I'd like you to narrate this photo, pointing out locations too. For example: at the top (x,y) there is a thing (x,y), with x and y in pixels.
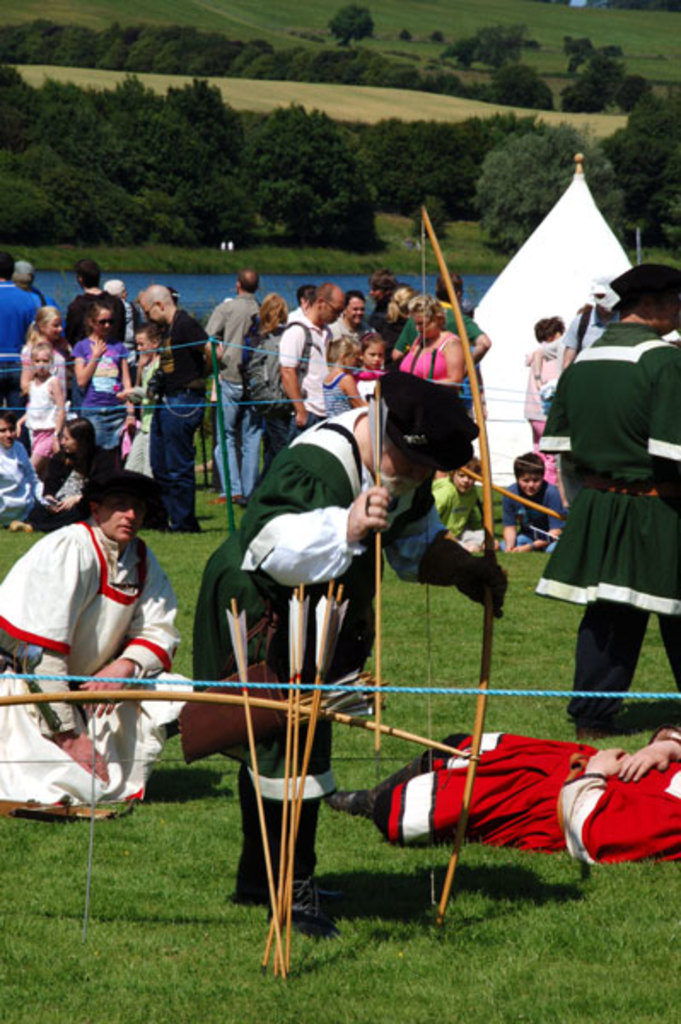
In the picture we can see a grass surface (518,952) on it, we can see some people (643,815) are in different costumes (651,818) and playing an act and behind them, we can see some people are walking and some people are sitting and watching them and behind them we can see water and far away from it we can see grass plants (470,253), trees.
